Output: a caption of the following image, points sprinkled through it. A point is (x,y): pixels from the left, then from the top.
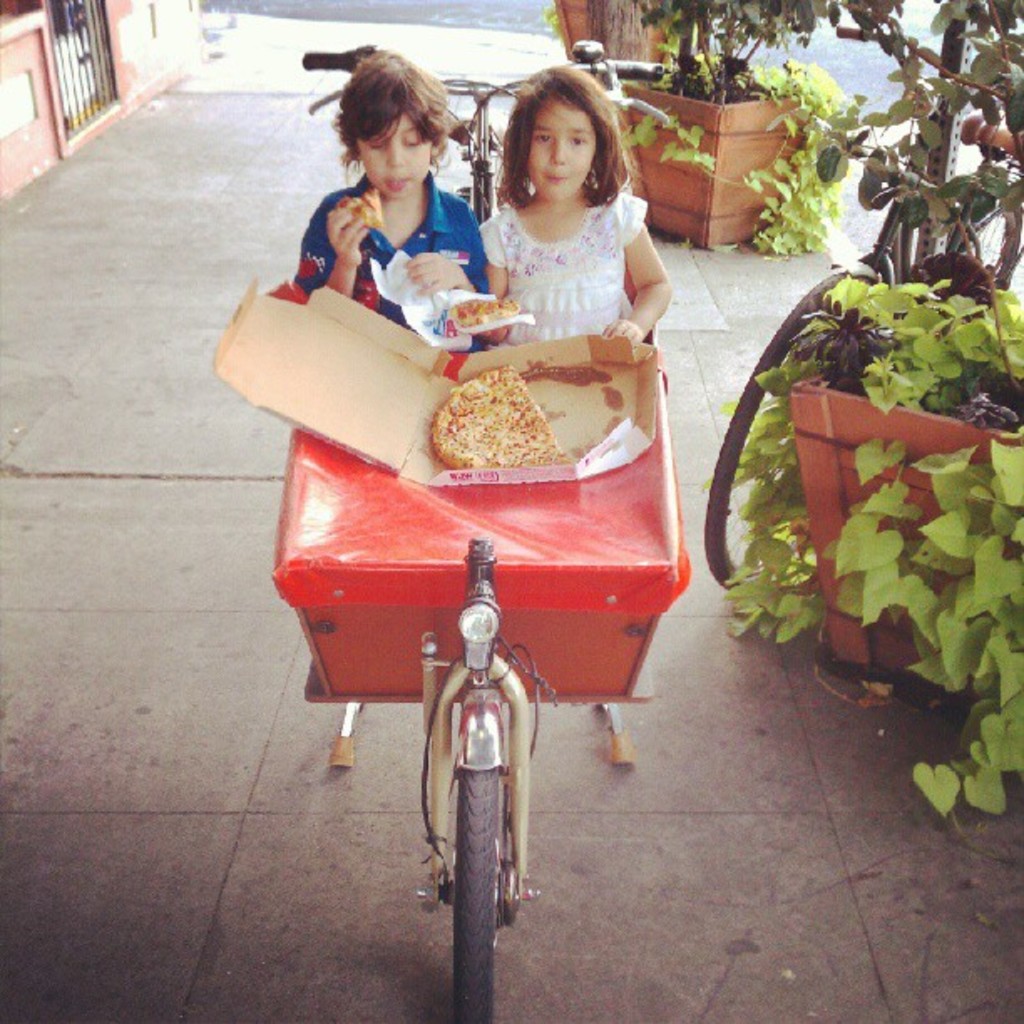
In this image there is a path (336,971), on that path (336,971) there are cycles (481,787), on that cycle (359,696), there is a box (597,554), on that box (509,494) there is a pizza (516,467) two kids (397,231) are eating the pizza (500,458), on the right side (891,638) there are plants (722,91), bicycle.
